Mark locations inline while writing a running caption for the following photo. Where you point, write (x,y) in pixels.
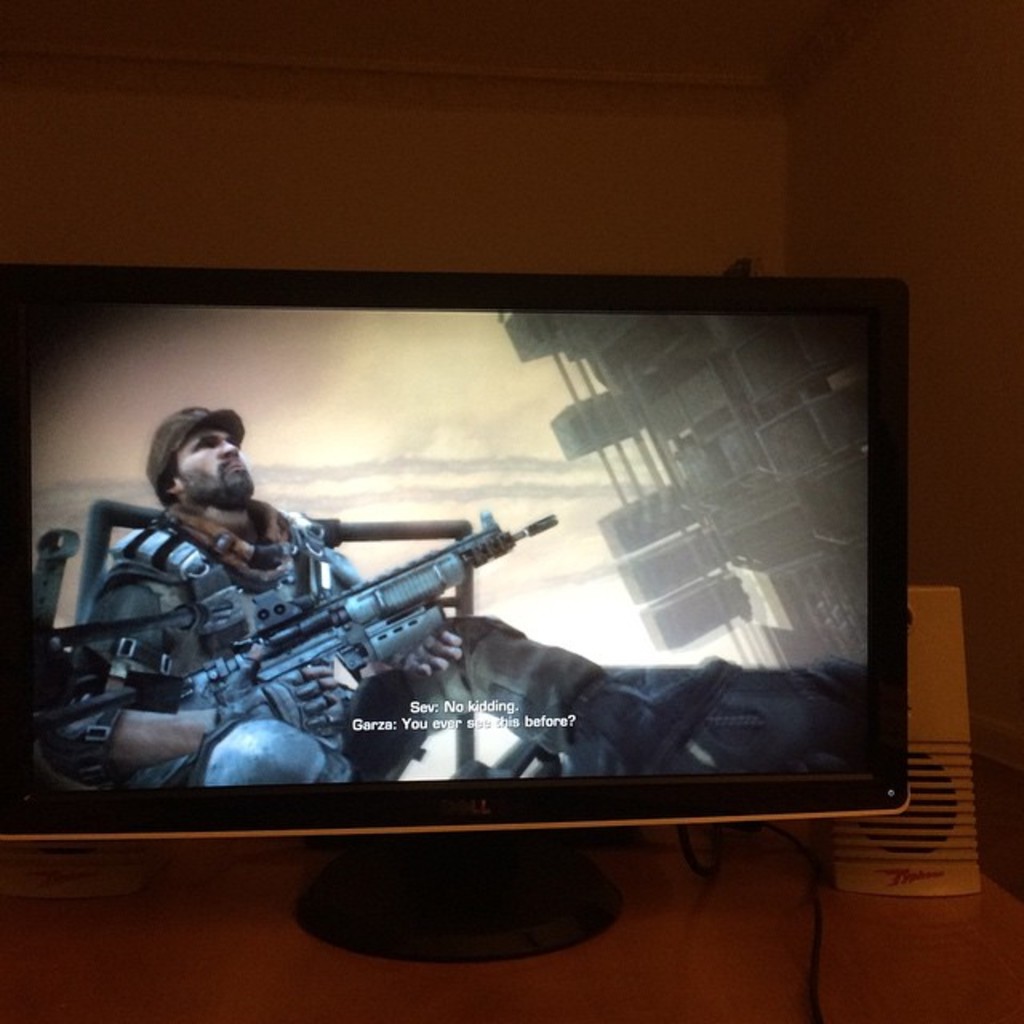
In this image, we can see a screen (535,725), a wire (801,848) and a white colored objects (848,839) are placed on the surface (624,902). We can also see the wall (475,234).
